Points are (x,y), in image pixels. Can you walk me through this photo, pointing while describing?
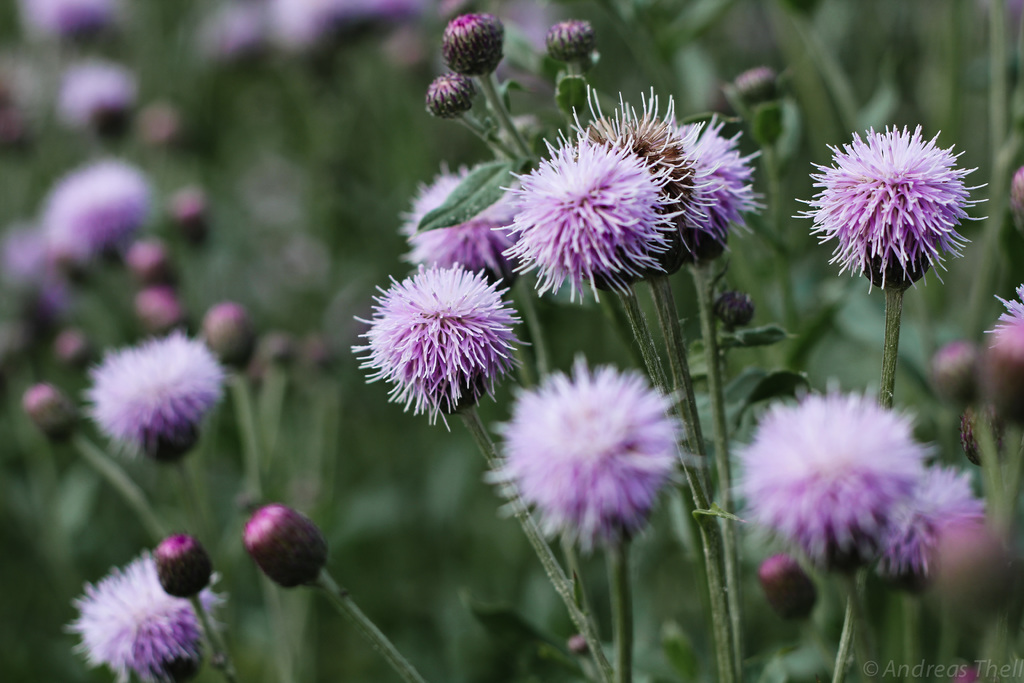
In the picture we can see some plants (68,348) with a flower (568,459) and some plants (687,461) with buds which are violet in color.
